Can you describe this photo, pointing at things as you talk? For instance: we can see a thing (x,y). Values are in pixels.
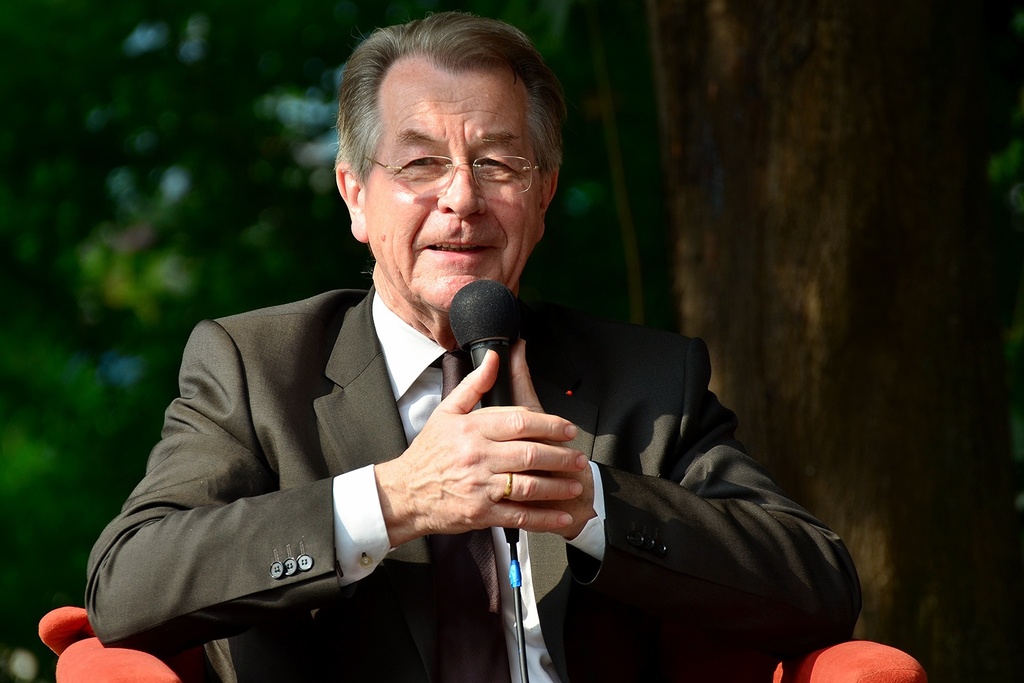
In this image i can see a man (408,238) sitting and holding microphone (463,319) at the back ground (744,283) i can see a tree (785,274).
